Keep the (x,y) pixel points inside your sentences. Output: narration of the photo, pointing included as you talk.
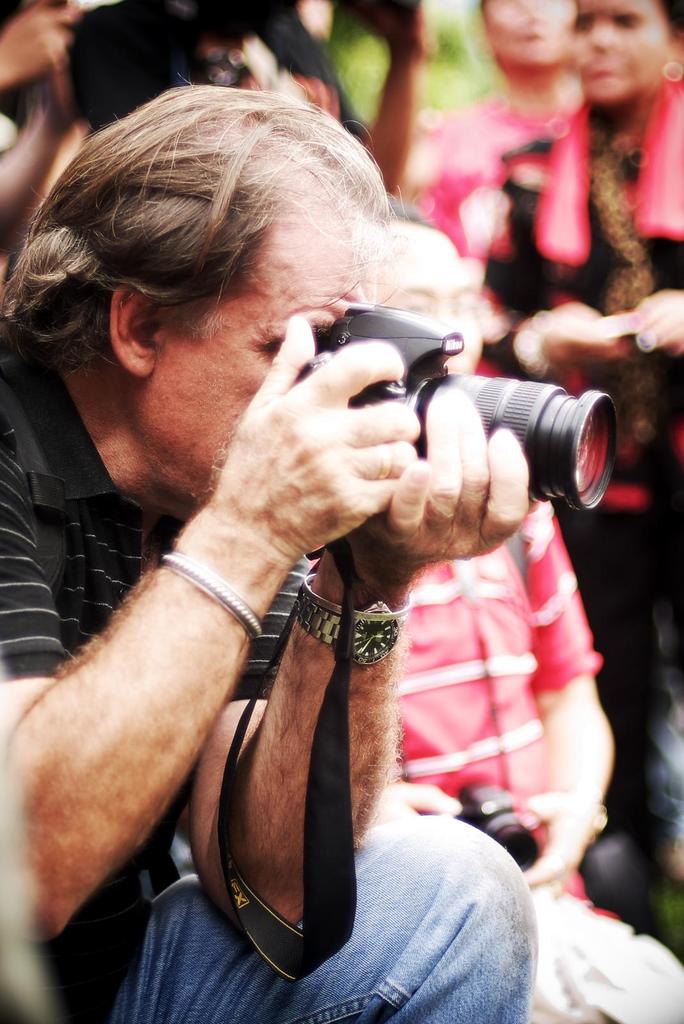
In this picture there is a person (295,353) with black t-shirt (20,589) is holding the camera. There is a person (474,636) with pink t-shirt (501,558) is holding the camera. At the back (28,116) there are group of people (493,194) standing.
